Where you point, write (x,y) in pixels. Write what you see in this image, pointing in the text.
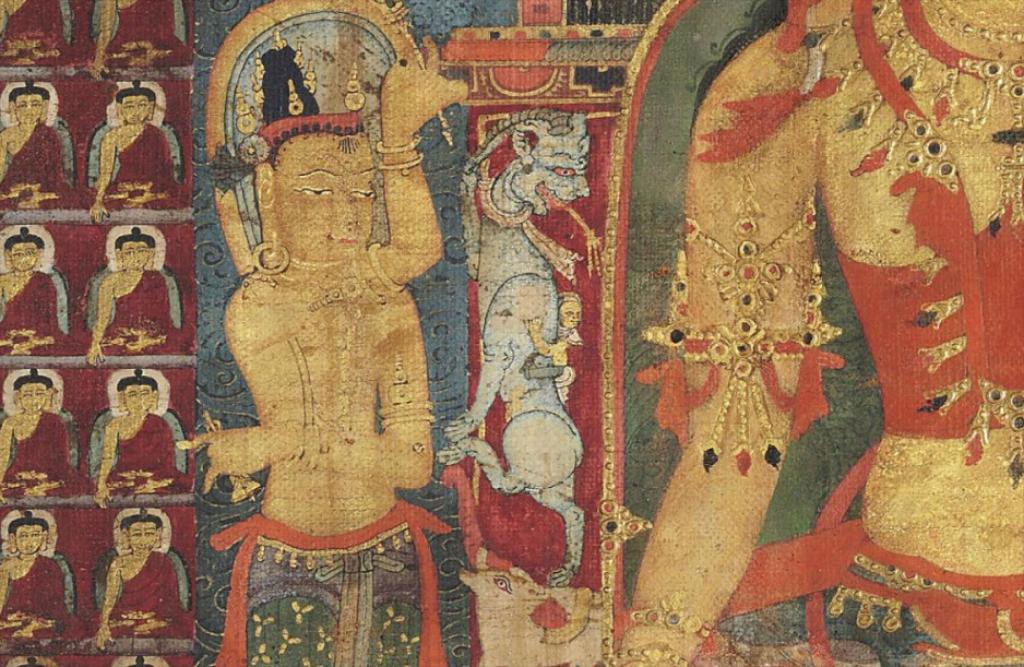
In this image there is a wall (287,143), and on the wall (573,95) there is some painting (661,115) and some art (98,348).
